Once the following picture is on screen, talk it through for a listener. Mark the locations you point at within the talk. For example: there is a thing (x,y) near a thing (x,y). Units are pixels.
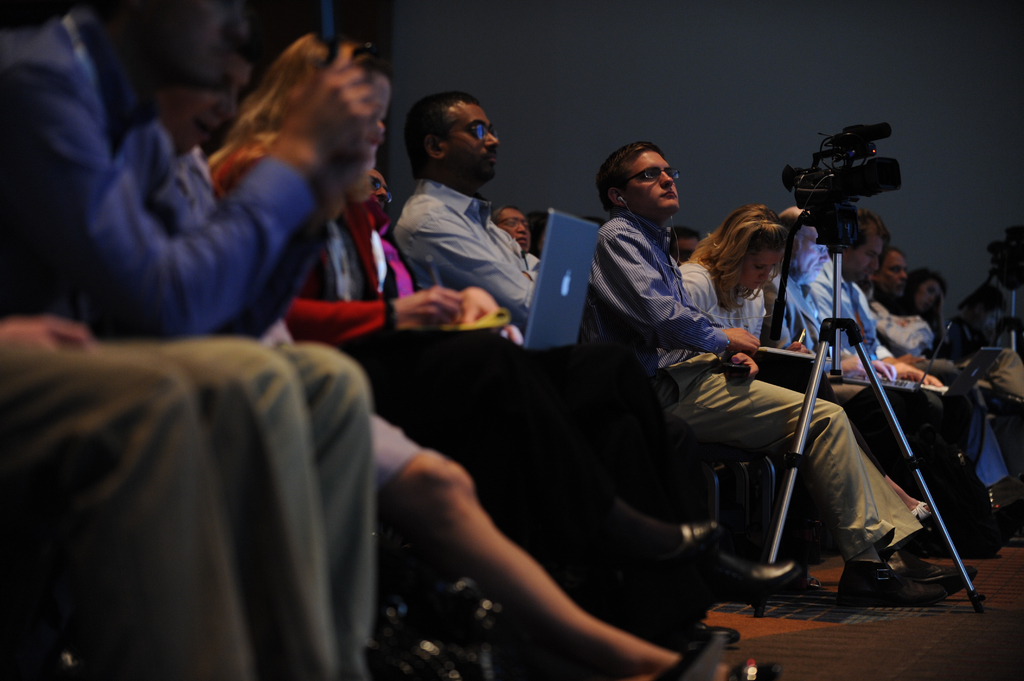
Here we can see few persons (429,157) are sitting on the chairs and among them few persons (456,240) are holding laptops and books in their hands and there are cameras (828,236) on the tripod stands (775,323) on the floor (881,655). In the background (583,97) we can see wall (872,81).
